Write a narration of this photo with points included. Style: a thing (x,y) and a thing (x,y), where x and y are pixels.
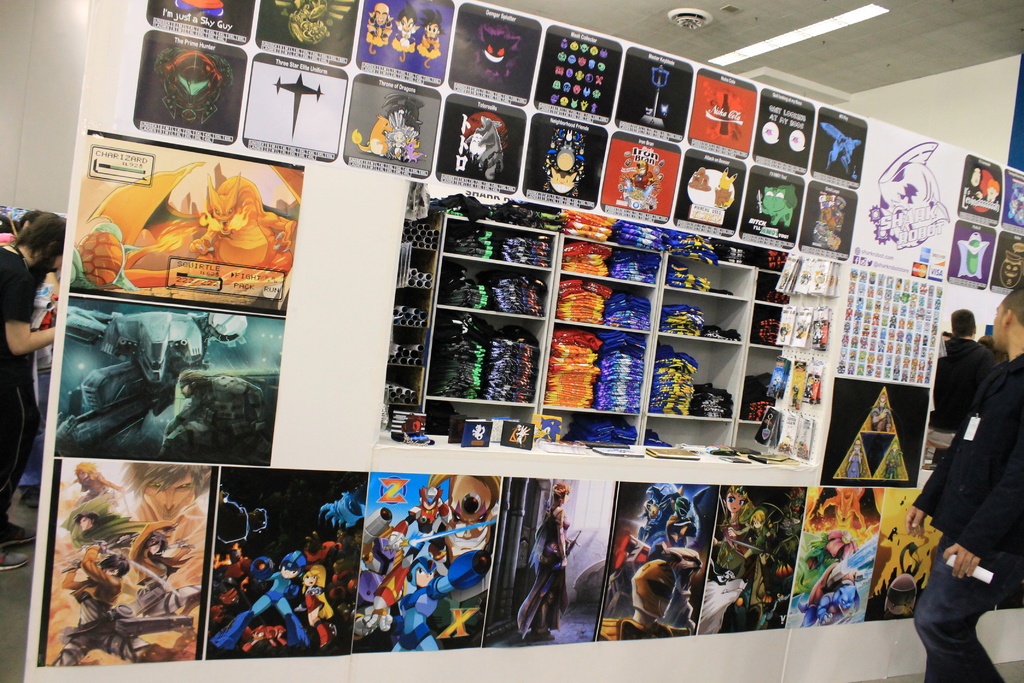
In this image we can see the persons (34,342) standing on the floor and holding paper (981,569). In front of the person (993,463) we can see the board (564,530) with images (852,288) and there are racks (552,304), in that there are clothes (615,350) and there are packets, boards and few objects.
